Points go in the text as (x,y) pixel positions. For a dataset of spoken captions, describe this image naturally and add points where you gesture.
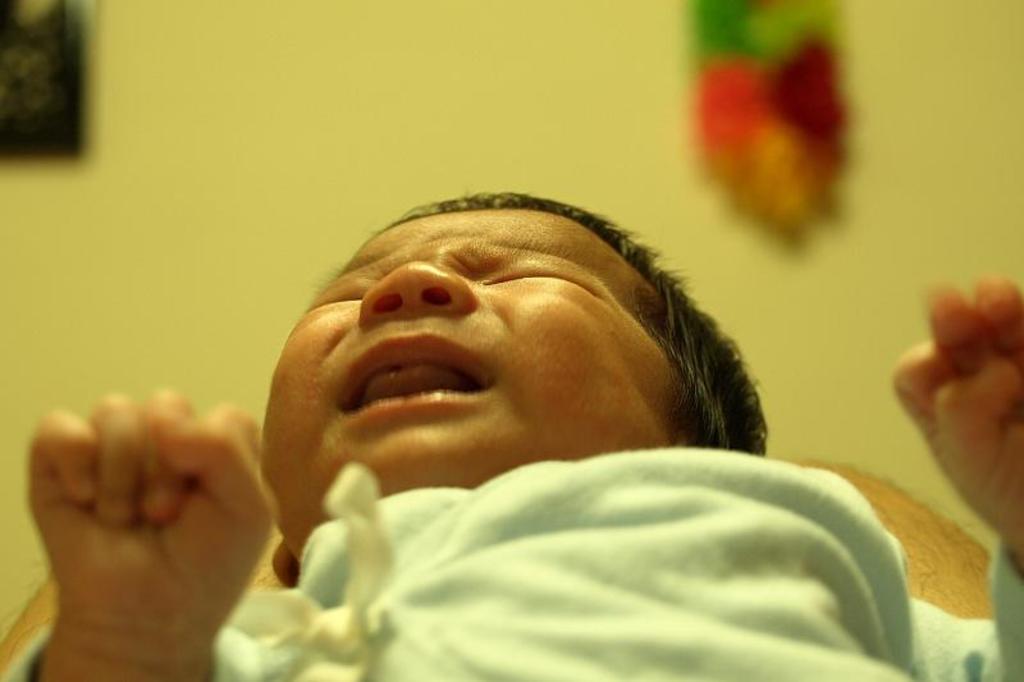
In this picture I can see a baby (581,351) crying, and there is blur background (379,205).
